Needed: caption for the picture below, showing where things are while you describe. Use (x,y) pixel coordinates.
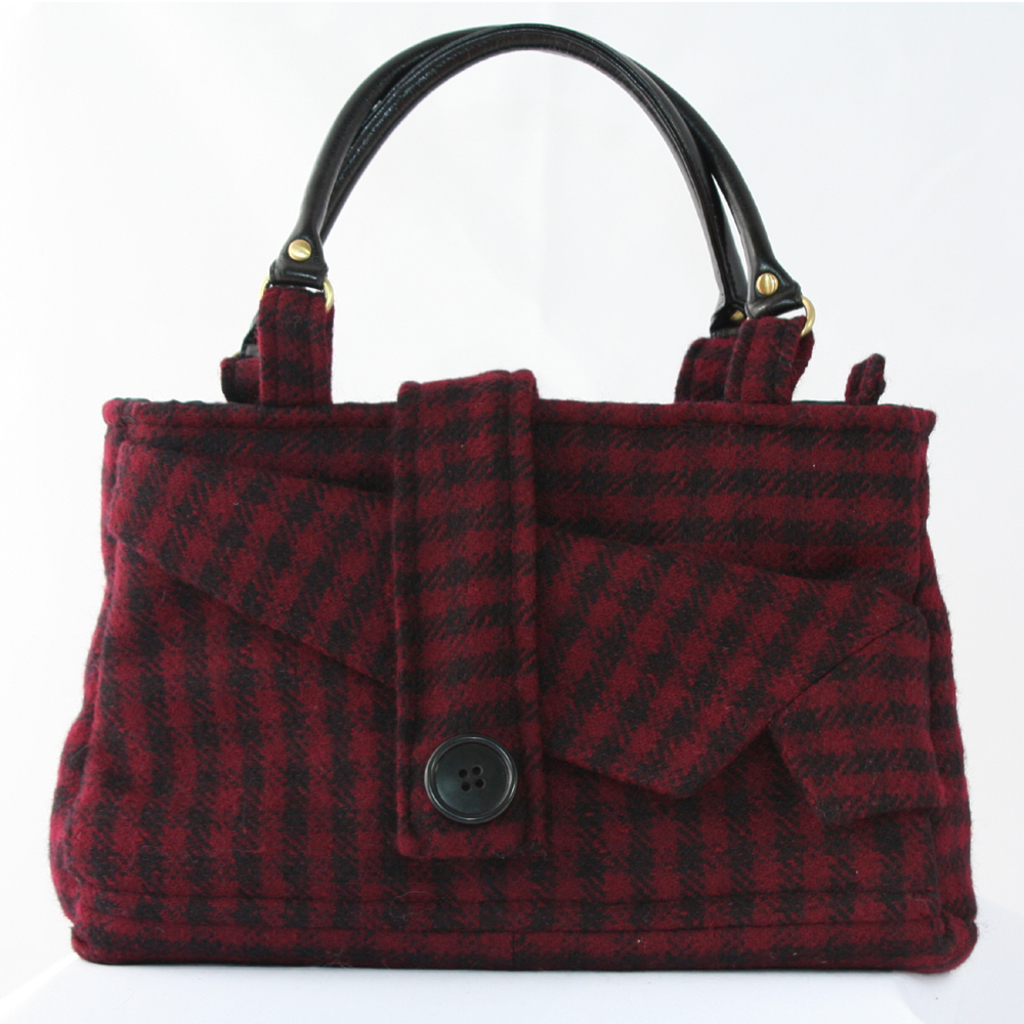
In this image there is a red and black colored bag (391,483) with black handle (387,103). It has a black button (450,756) on it.
